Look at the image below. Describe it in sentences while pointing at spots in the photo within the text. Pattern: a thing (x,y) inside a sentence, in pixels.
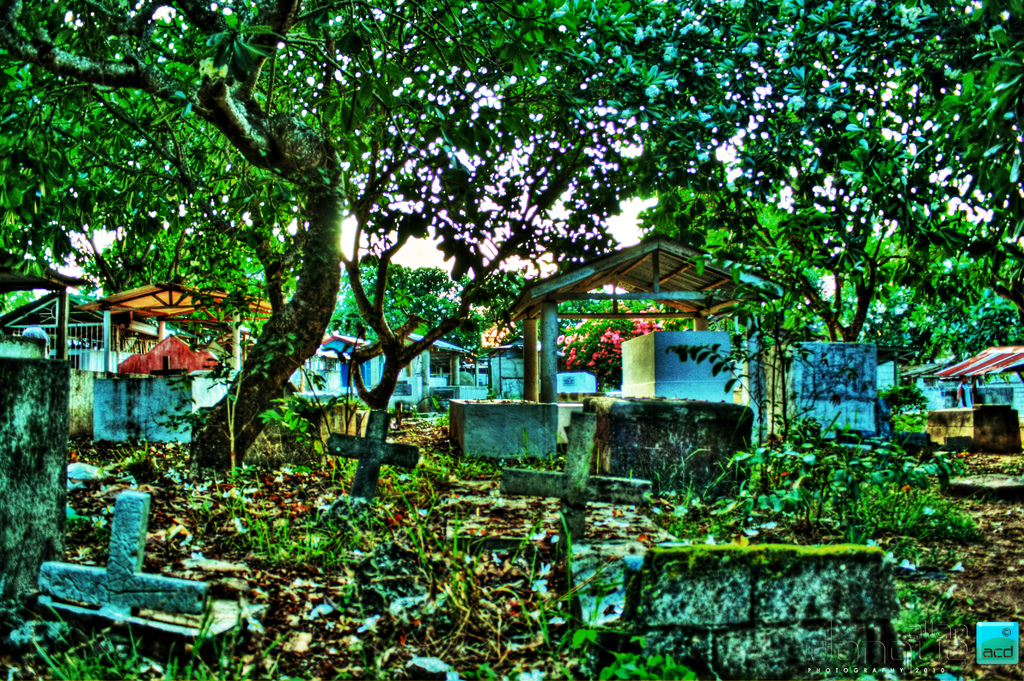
This is an image of graveyard (229,528) there are some grave stones (242,614), sheds (535,375), trees (578,256) and clear sky (588,150).
